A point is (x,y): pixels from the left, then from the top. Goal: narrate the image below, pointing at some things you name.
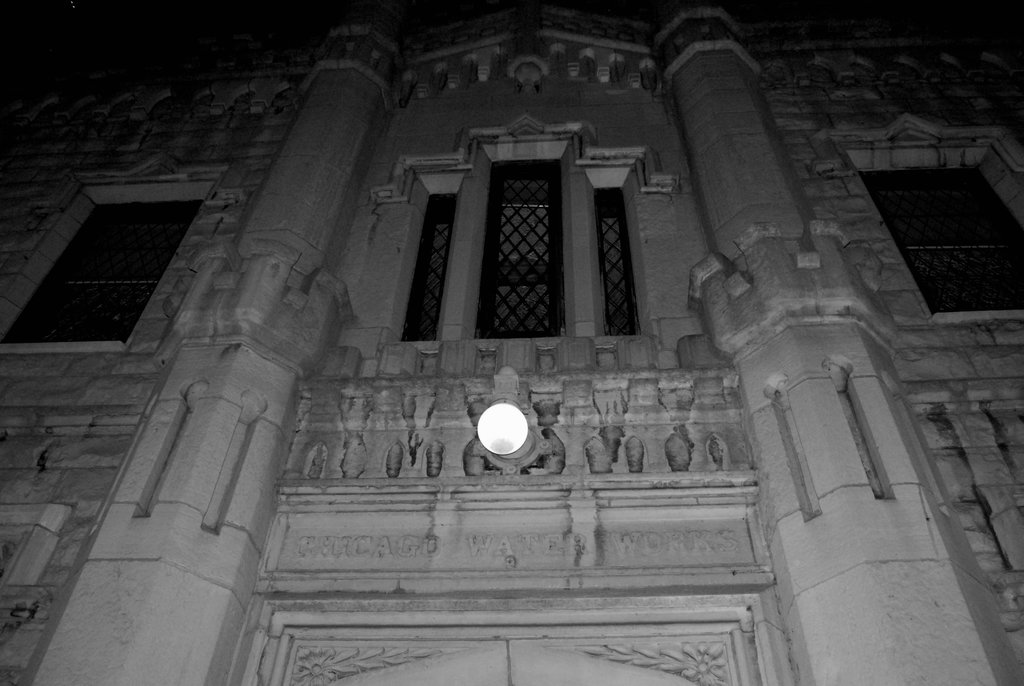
In the image we can see black and white picture of the building (734,571). Here we can see the windows (552,229) and the light (504,403).
